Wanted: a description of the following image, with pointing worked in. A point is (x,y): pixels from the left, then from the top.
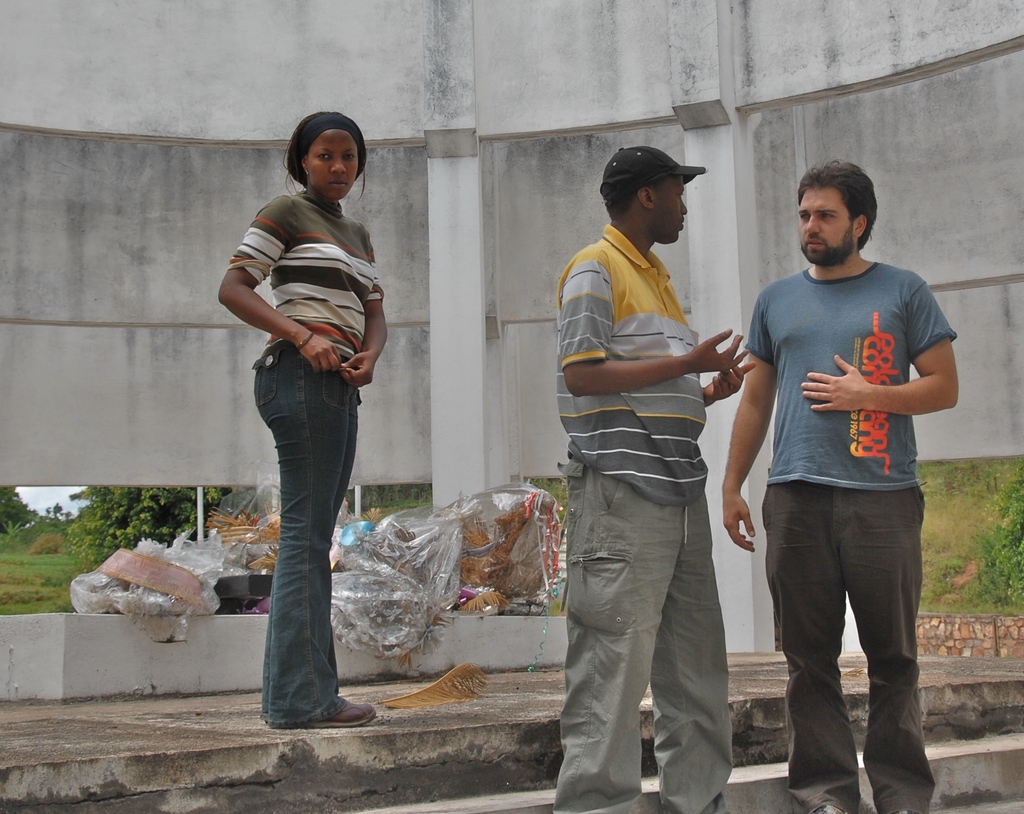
This picture is taken outside. Towards the right (770,399), there are two men (840,629). One of the men (843,448) is wearing grey t shirt (879,367) and another man (634,372) is wearing a striped shirt (617,329). Towards the left (291,411), there is a woman (368,330) wearing striped t shirt (327,306) and jeans (282,579). Behind them, there are plastic bags (232,515), trees (18,527) and grass (931,525). On the top (391,114), there is a cement structure (573,86).
